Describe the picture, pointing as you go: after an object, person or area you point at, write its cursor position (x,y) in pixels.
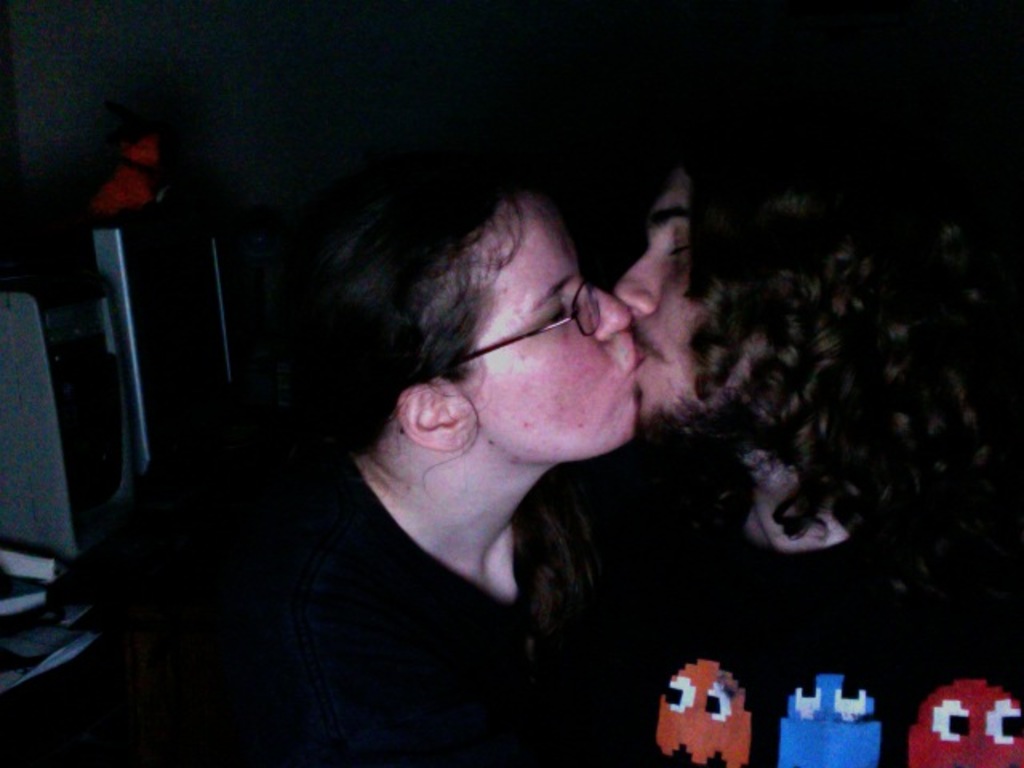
In this image, we can see two persons (729,328) wearing clothes (467,598) and kissing each other. There are cartoons (791,713) in the bottom right of the image (959,711).
